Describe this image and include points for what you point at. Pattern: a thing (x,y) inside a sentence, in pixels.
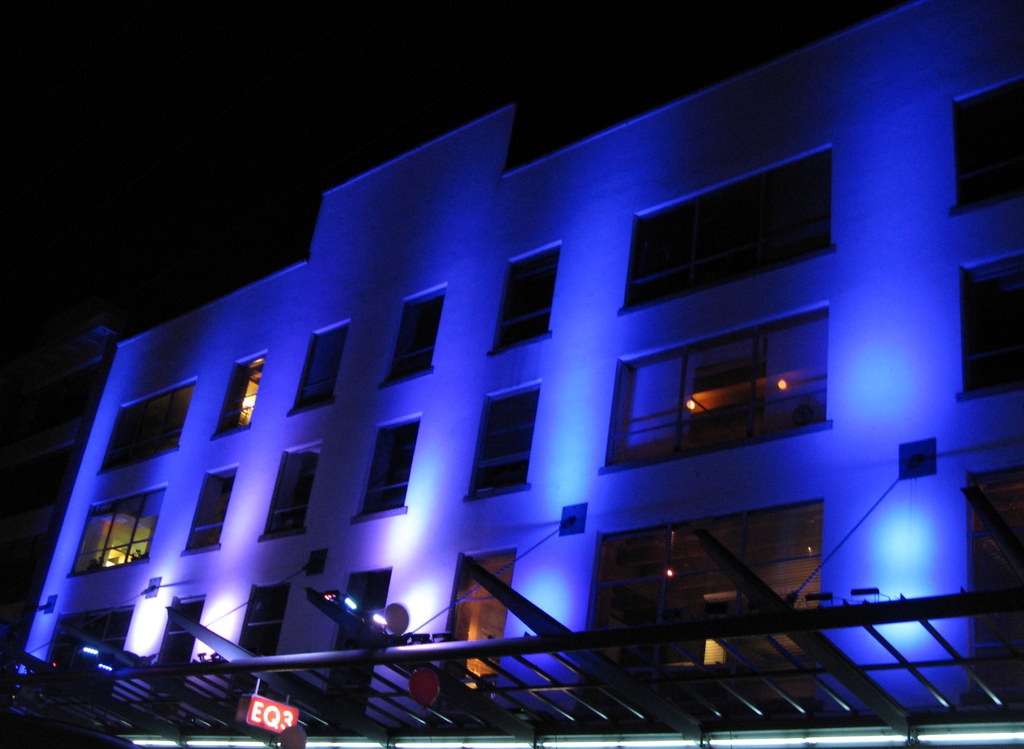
At the bottom of the picture (528,709), we see the iron rods (867,694) and a board (271,706) in red color with some text (270,705) written on it. Behind that, we see the building (622,372). It has the glass windows (742,514). At the top (165,208), it is black in color. This picture is clicked in the dark.
